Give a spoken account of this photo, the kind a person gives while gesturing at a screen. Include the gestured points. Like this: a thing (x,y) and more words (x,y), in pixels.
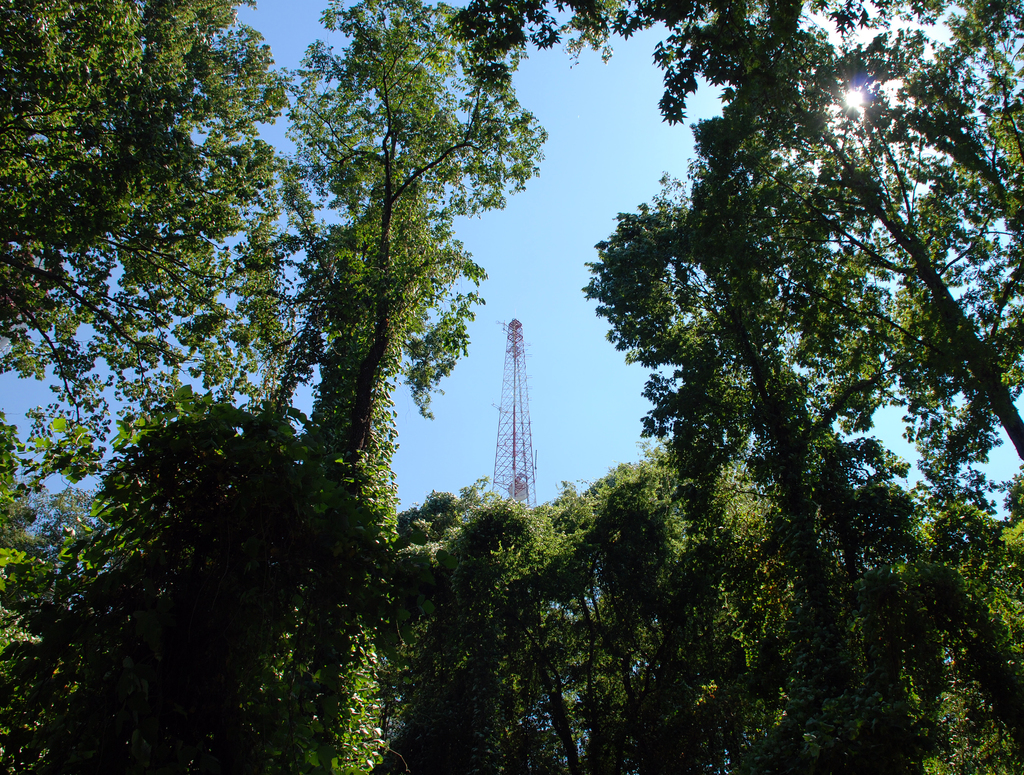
In this image there are few trees (523,514). Behind there is a tower (529,448). Background (489,423) there is sky (495,401) having a sun (855,97).
